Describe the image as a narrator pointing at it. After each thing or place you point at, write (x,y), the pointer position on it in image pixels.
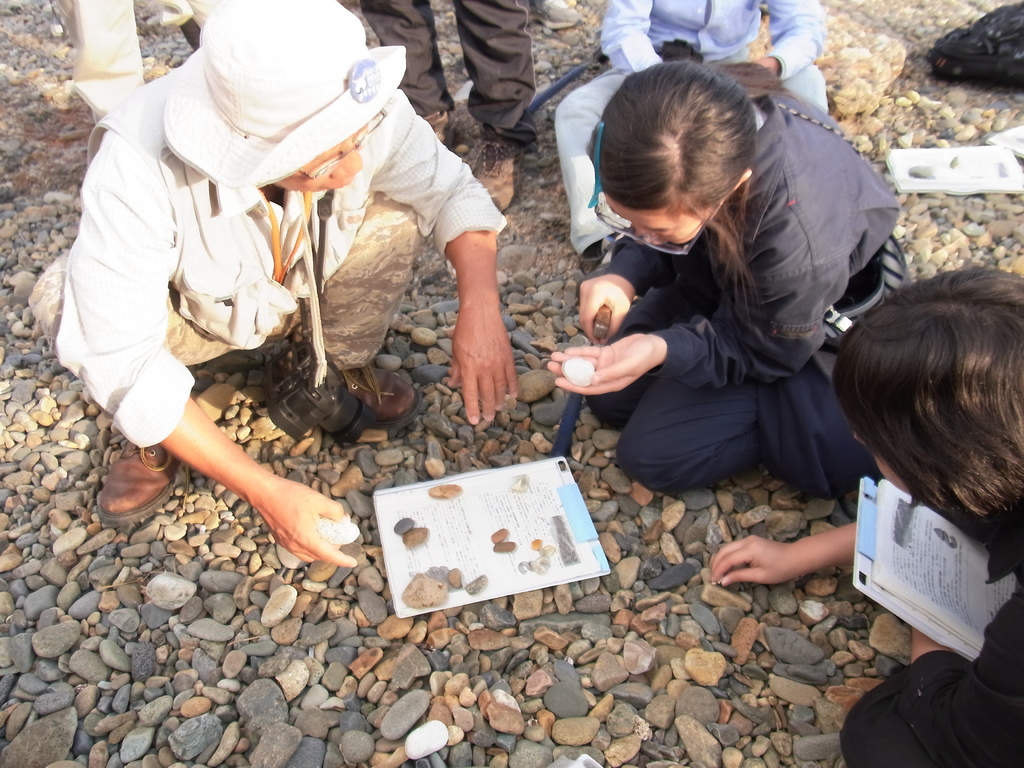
In this image we can see men (574,240) and women (993,524) are sitting on the land (695,515) and we can see stones (379,672) on the land (658,639). One woman (772,241) is wearing dark blue color dress (762,382) and holding stone (586,368) in her hand (607,352). One woman (953,517) is holding book (944,585) in her hand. There is a man (275,243) who is wearing white color shirt (157,242), white hat (256,119) and carrying camera (304,386) in his neck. On the land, one book (462,522) is there.
